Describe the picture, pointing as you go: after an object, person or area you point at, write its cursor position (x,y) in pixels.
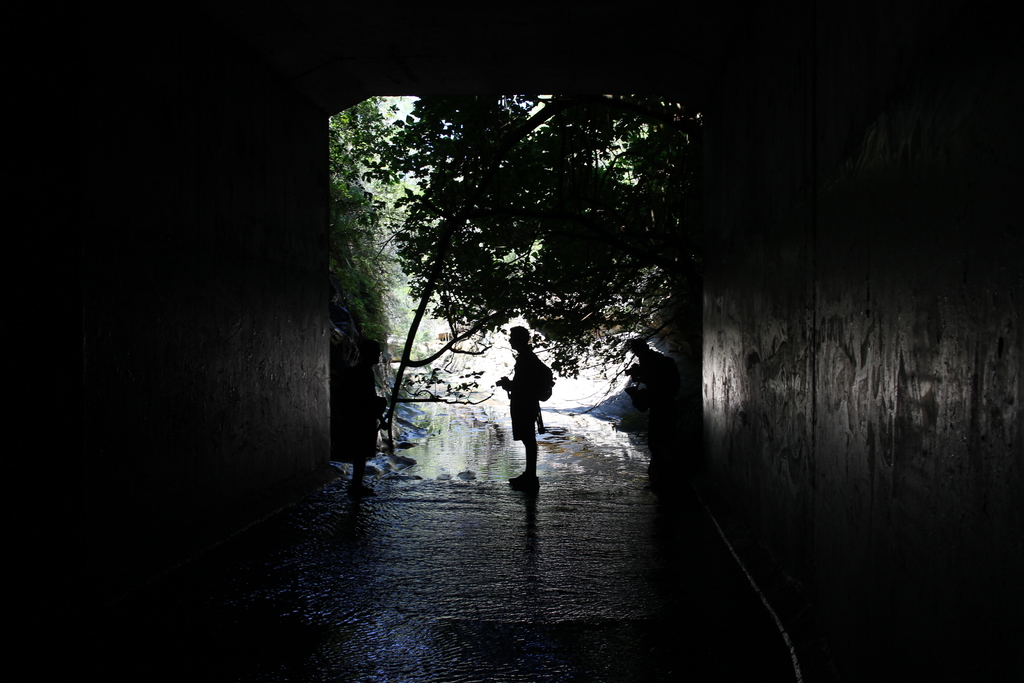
In this image I see the tunnel (641,38) and I see 3 persons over here and I see the path (536,496). In the background (461,446) I see the water (496,408) and I see few trees (427,230).
